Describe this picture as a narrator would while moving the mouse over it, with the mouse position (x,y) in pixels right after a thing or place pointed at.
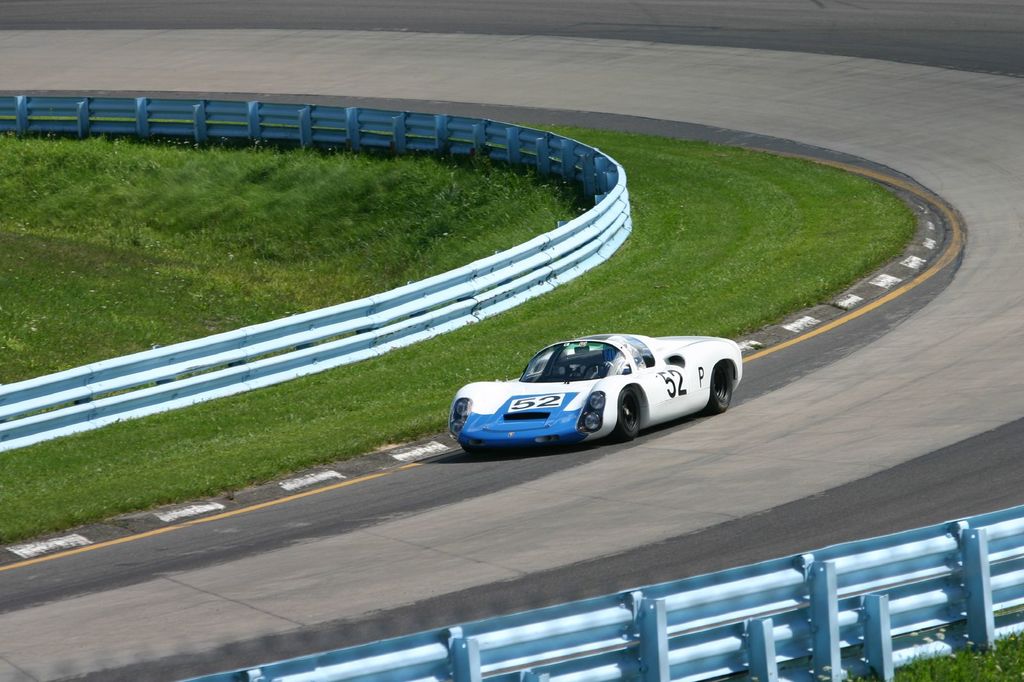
In the center of the image (557,369) there is a car (599,405) on the road (510,537). There is fencing (665,596) at the bottom of the image (734,644). There is grass (756,274).
